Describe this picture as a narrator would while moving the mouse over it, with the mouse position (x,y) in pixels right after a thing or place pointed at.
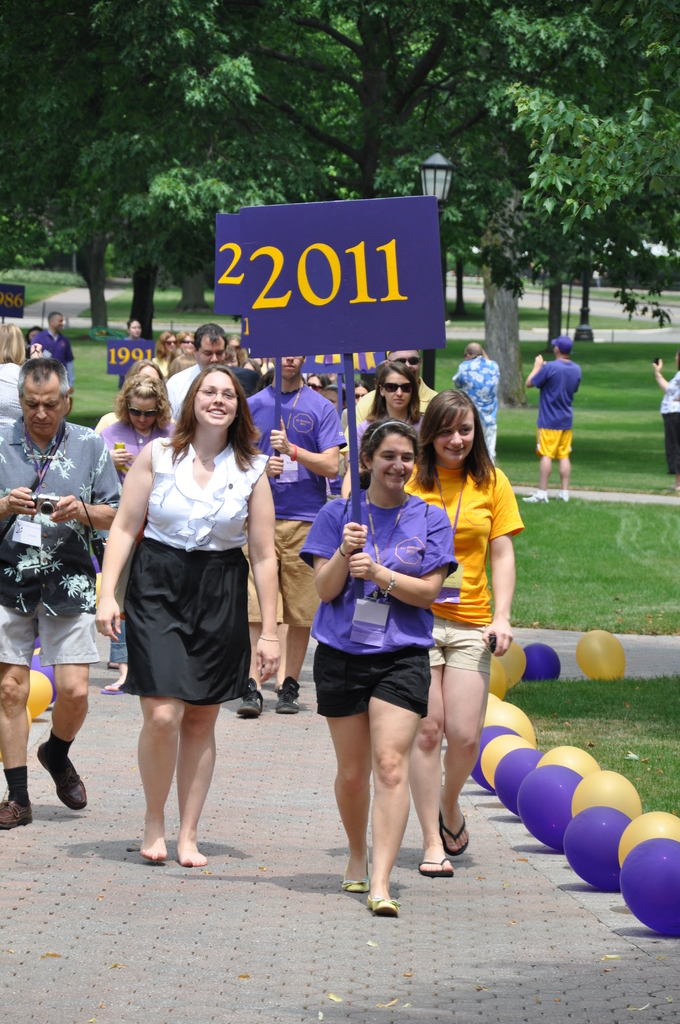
In this image few persons (228,384) are walking on the path (280,882) having different colors of balloons (550,755) at the border of path (629,971). Woman (422,639) wearing a violet color shirt (401,514) is holding a stick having a board (334,329). Left side (64,487) a person (89,505) is holding a camera (48,499) in his hand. Behind him there are few balloons (34,660). Few persons (561,473) are standing on the grassland (576,523). Background (512,158) there are few trees (422,104). Behind these persons (360,699) there is a street light (435,368).
